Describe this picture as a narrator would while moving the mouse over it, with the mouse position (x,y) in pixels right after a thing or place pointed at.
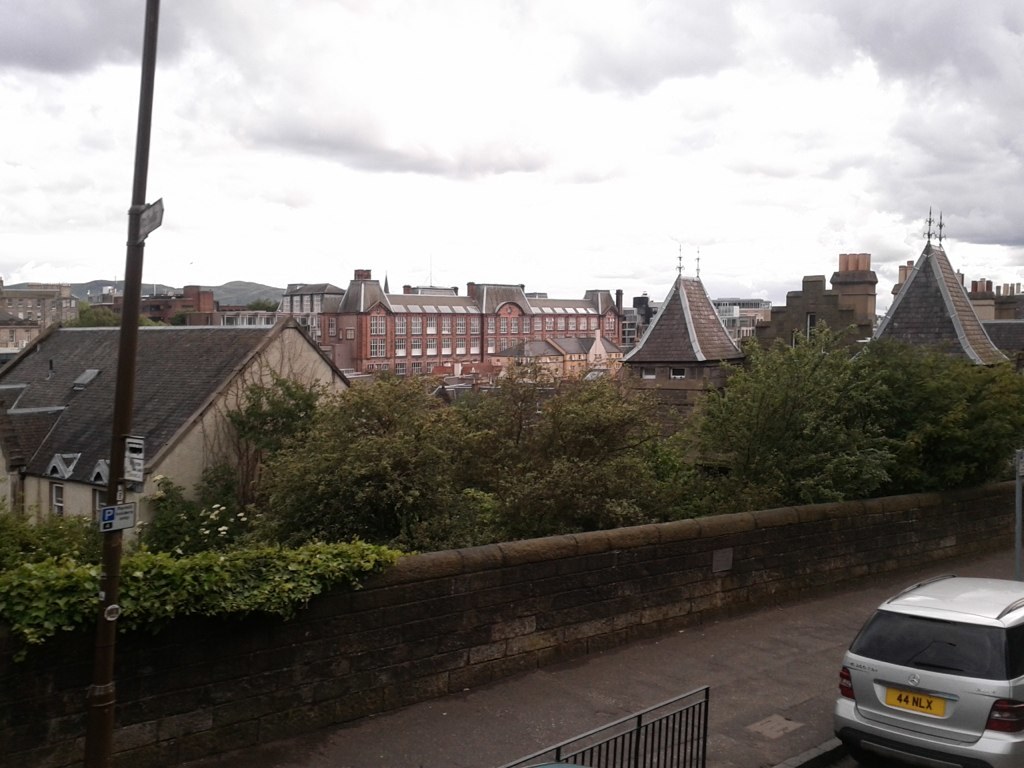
In this image, we can see a car (909,682) on the road (805,610). In the background (501,406), there are trees (681,484), buildings (383,332), boards (114,509) and we can see a pole (127,354) and there is a gate (646,732). At the top (559,94), there are clouds (618,170) in the sky (618,170).
